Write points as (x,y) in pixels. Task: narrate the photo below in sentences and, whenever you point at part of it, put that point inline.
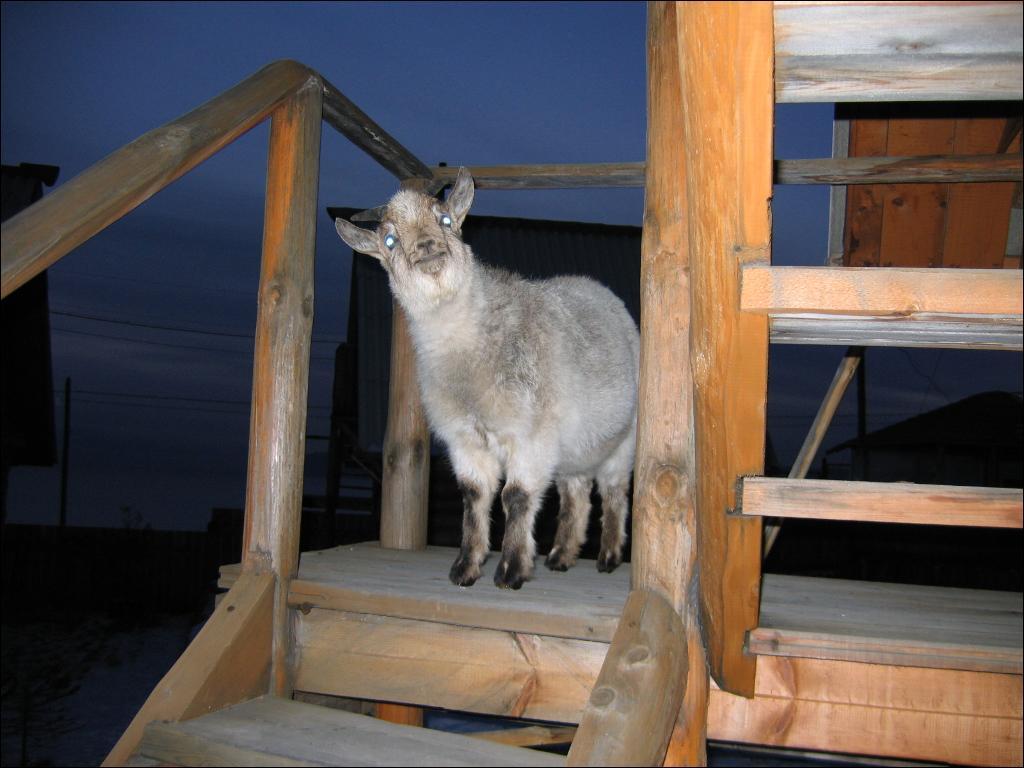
In the image I can see a goat (460,421) on a wooden surface (549,586). In the background (200,351) I can see poles (297,391), wires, the sky (211,386) and some other objects (359,358).
